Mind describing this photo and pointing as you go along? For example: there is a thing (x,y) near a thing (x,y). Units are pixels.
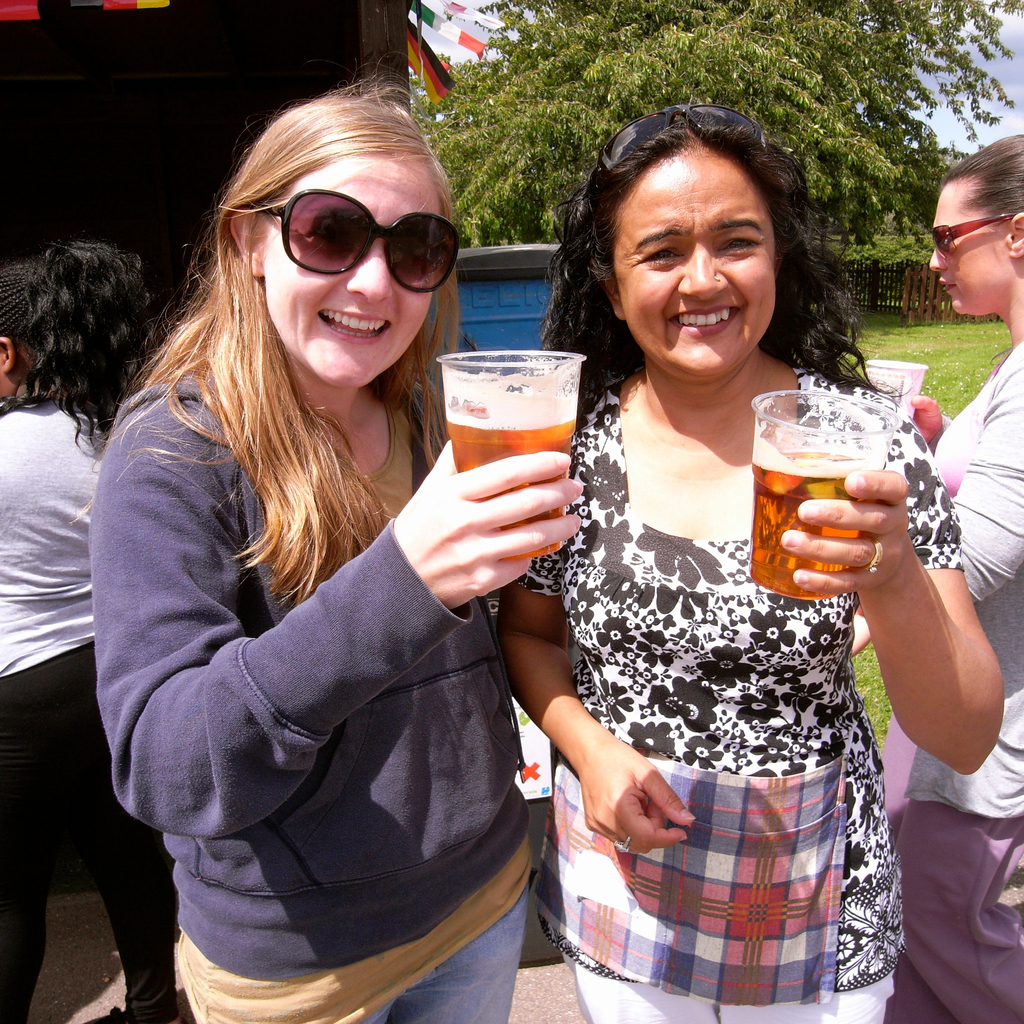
In the image we can see there are people (309,961) who are standing and holding cups of beer (822,495) in their hand (888,499) and at the back (711,97) there are lot of trees (764,24).
